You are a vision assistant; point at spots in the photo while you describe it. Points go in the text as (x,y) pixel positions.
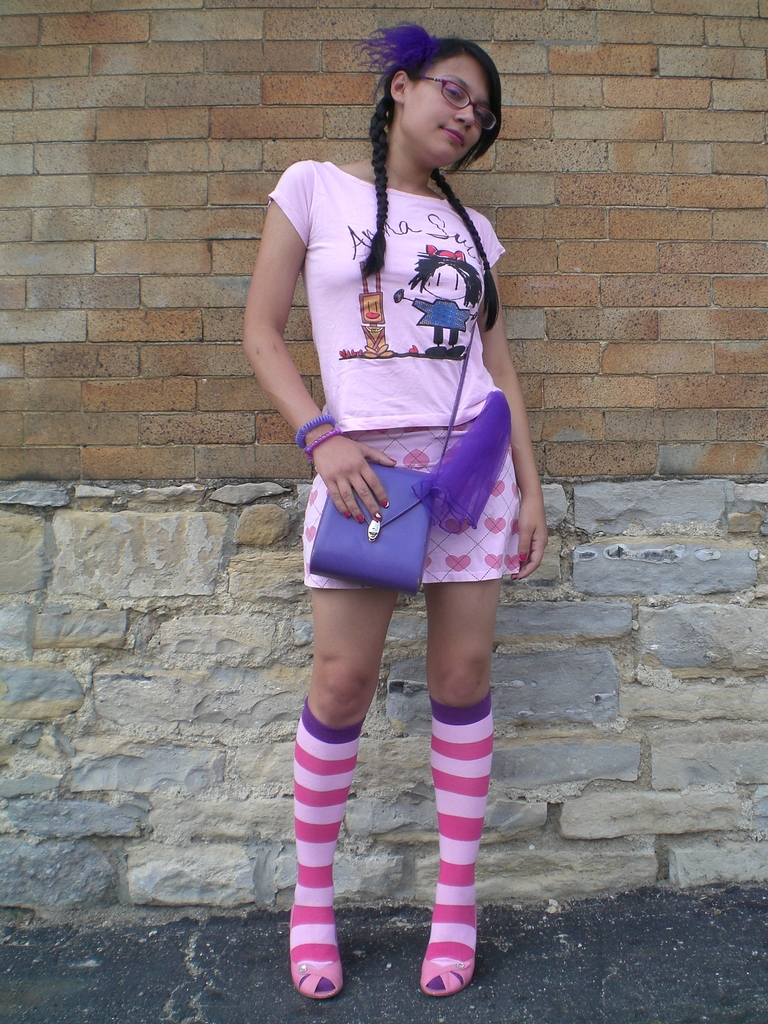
In this picture there is a woman (408,45) wearing a pink t shirt (338,251), pink skirt (489,551) and pink socks (442,782). In the background (193,247) there is a wall (69,264) with the bricks (189,316).
